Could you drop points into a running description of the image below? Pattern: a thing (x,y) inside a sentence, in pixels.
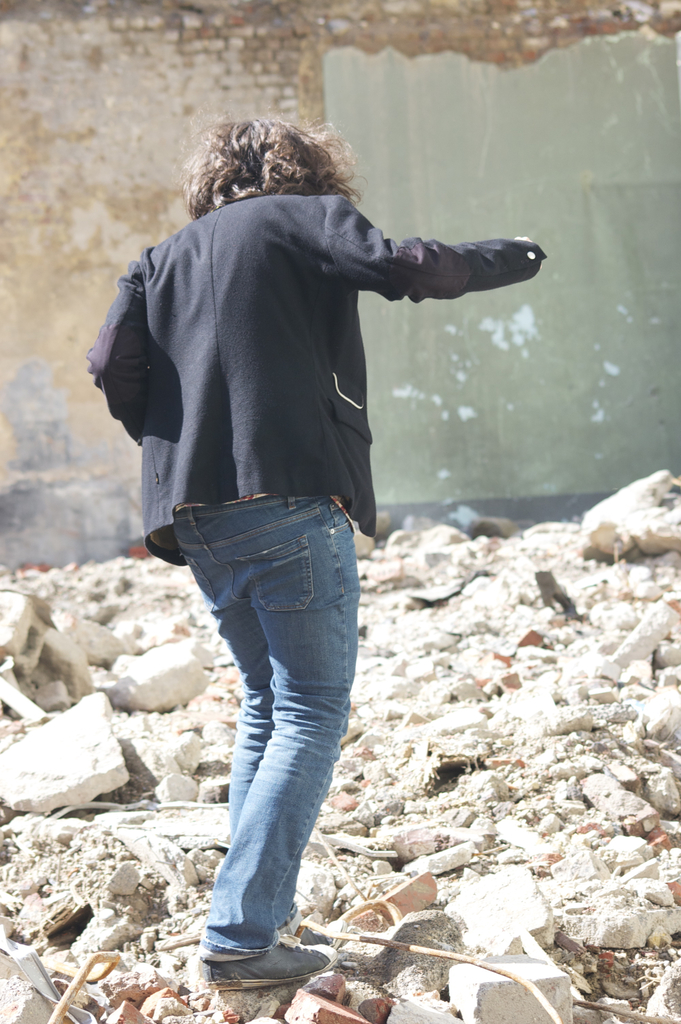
There is a person (219,296) in black color suit (218,273) walking on the stones (420,863). In the background (497,171), there is a brick wall (315,77).
